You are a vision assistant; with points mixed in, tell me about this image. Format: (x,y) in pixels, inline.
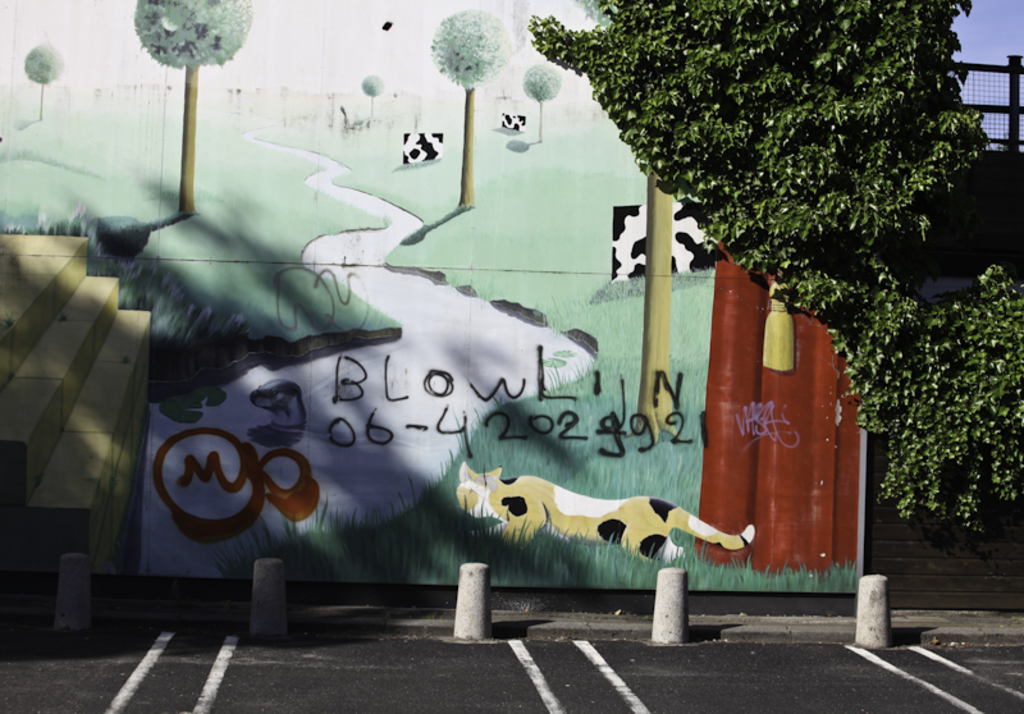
In this picture we can see there are letters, numbers (524,437) and a painting (463,421) on the wall (431,342). On the right side of the image (741,253), there is a tree (963,139), wire fence (980,75) and the sky (978,48). At the bottom of the image (357,640), there are bollards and a road (424,667).
